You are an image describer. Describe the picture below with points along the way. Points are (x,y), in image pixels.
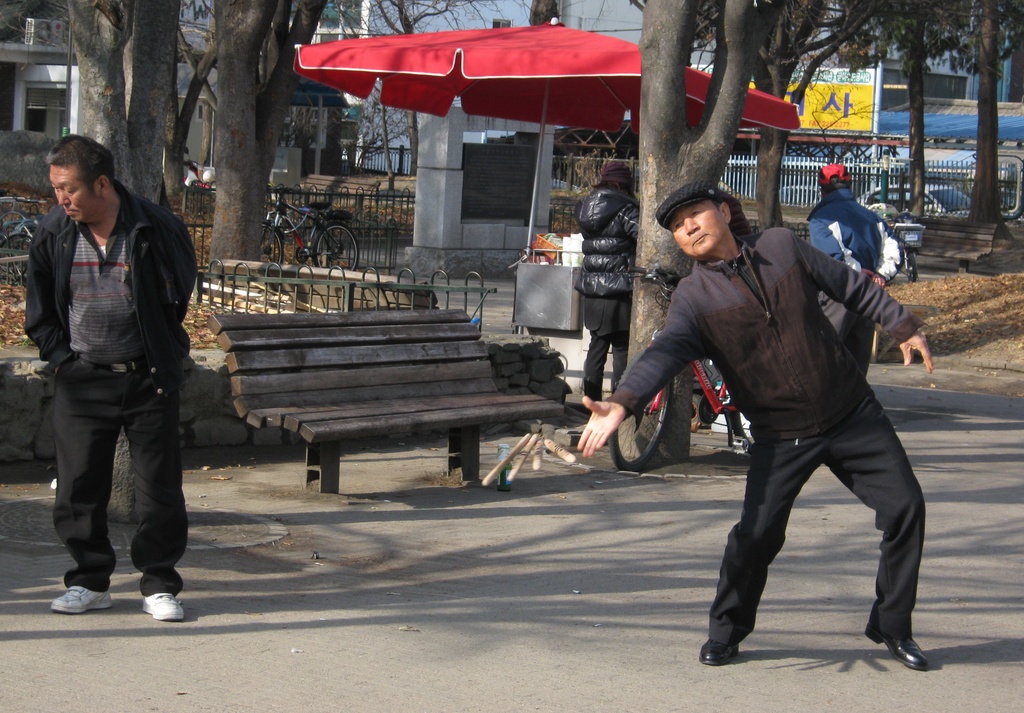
The four persons (669,351) are standing on a road (560,545). We can see in background (401,134) tent (529,88), bench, trees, sky (506,10) and buildings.
